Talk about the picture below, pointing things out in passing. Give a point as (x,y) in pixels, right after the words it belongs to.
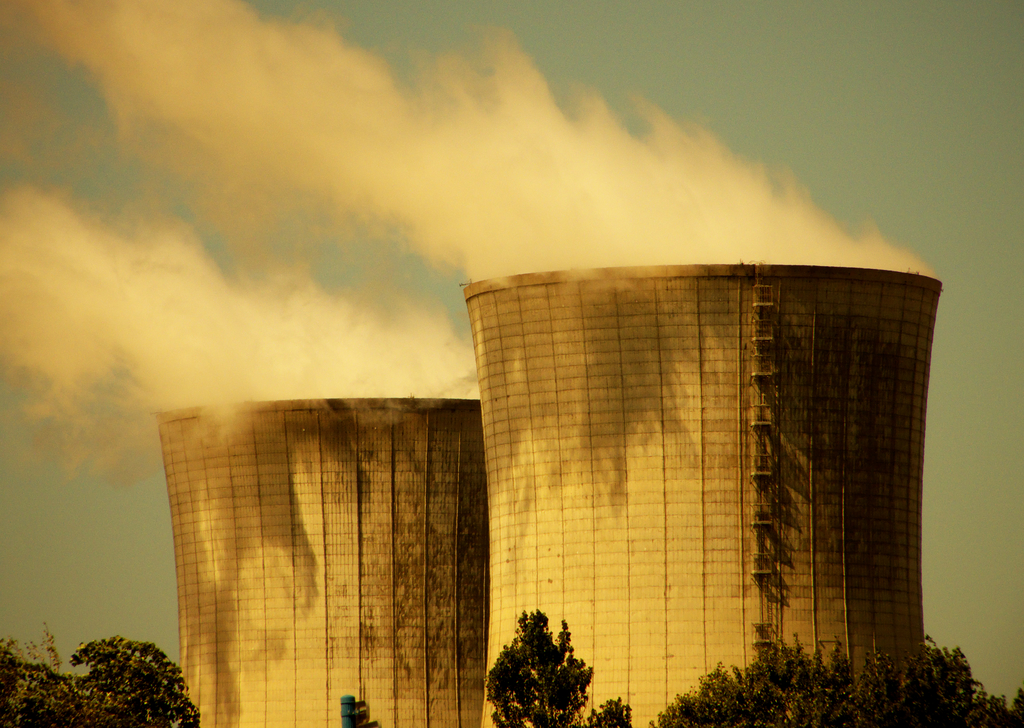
In this image there are two tall buildings (772,522). There are trees (66,688) in the foreground (66,688). There are clouds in the sky (835,67).
